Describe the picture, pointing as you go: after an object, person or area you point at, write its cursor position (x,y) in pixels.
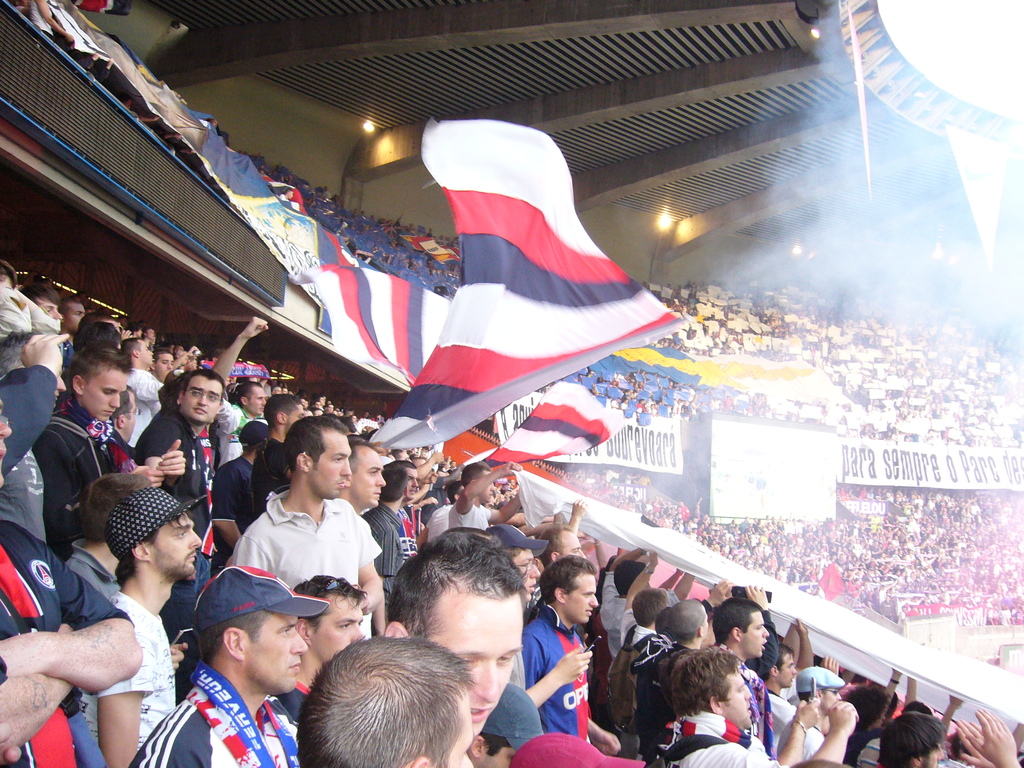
In this picture we can see many people (366,495) in the stadium (737,215) looking at something.
